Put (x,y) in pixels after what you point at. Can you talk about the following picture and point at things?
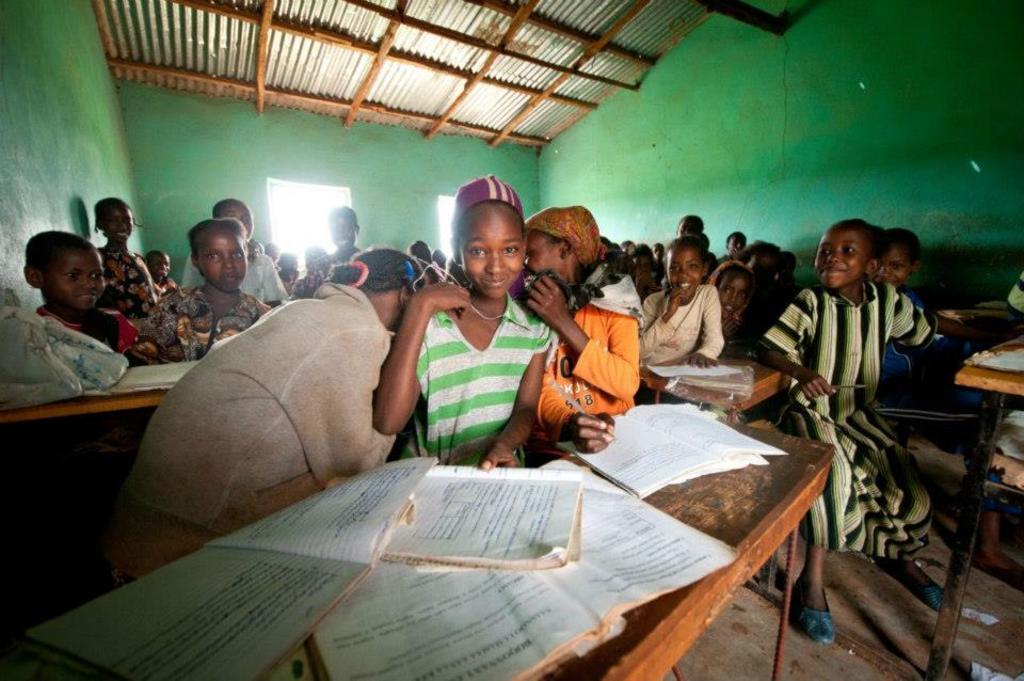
In this image I can see there are group of children's (169,266) visible in front of table (689,460), on the table (312,521) I can see books (292,620), at the top I can see roofs (580,105) and there are windows (344,202) visible in the middle (442,246).
